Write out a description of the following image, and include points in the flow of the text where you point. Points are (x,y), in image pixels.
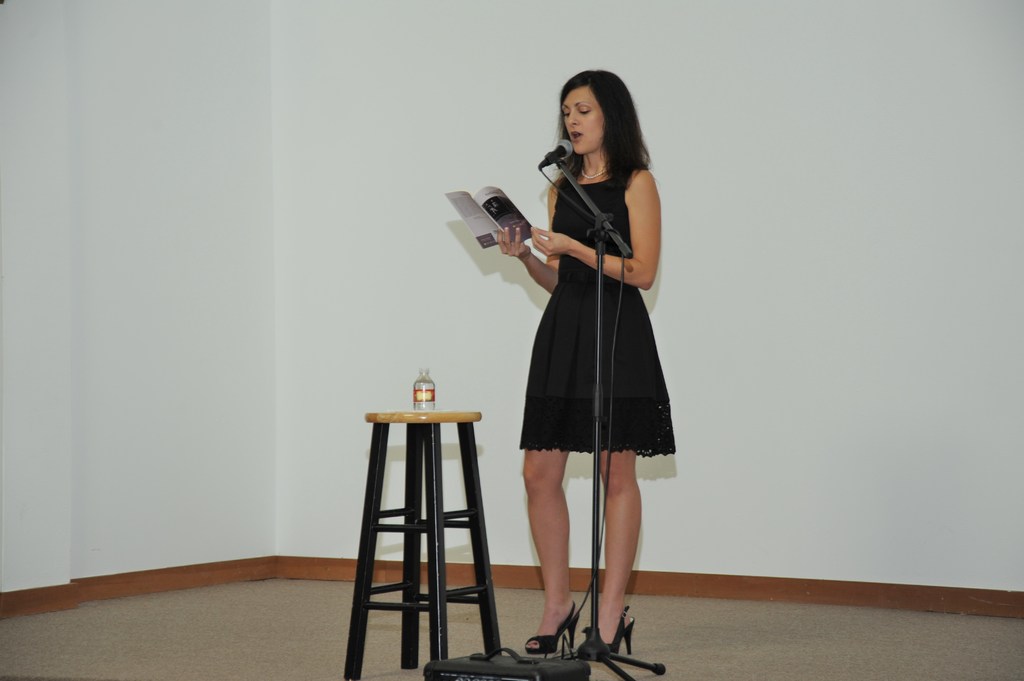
In this image we can see a woman (590,130) standing and holding a book (489,239), in front of the woman (594,322) there is a mic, beside the woman (620,398) there is a stool (466,413) and a bottle (418,385) on the stool (430,441) and wall (139,225) in the background (502,393).
